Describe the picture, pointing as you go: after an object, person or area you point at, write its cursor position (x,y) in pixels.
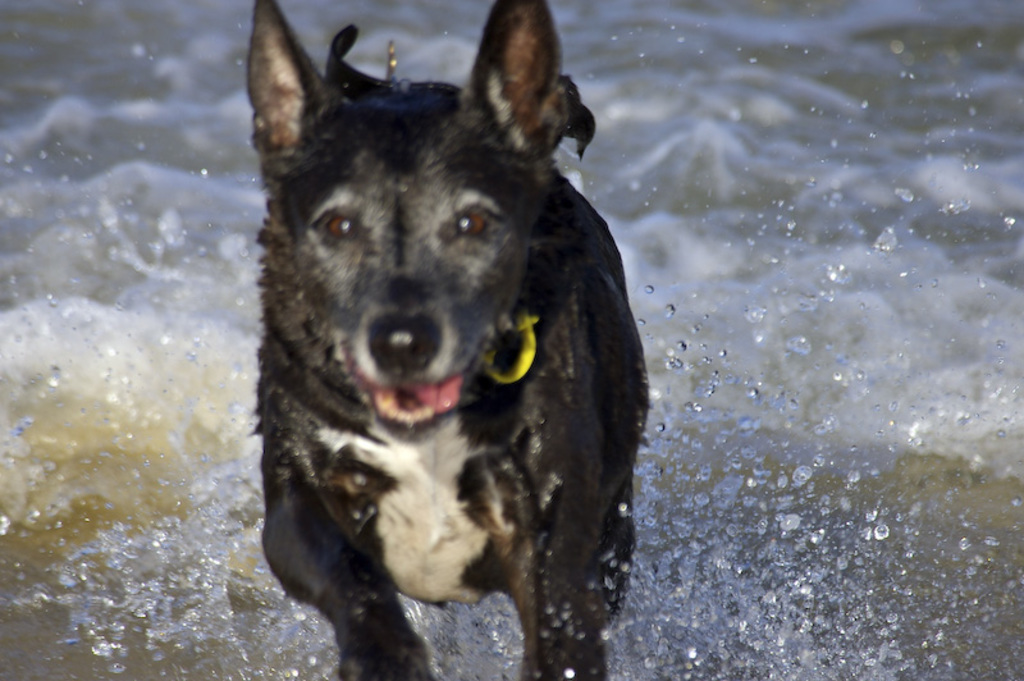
In this picture, we can see a dog (461,331), and we can see water (147,540).
